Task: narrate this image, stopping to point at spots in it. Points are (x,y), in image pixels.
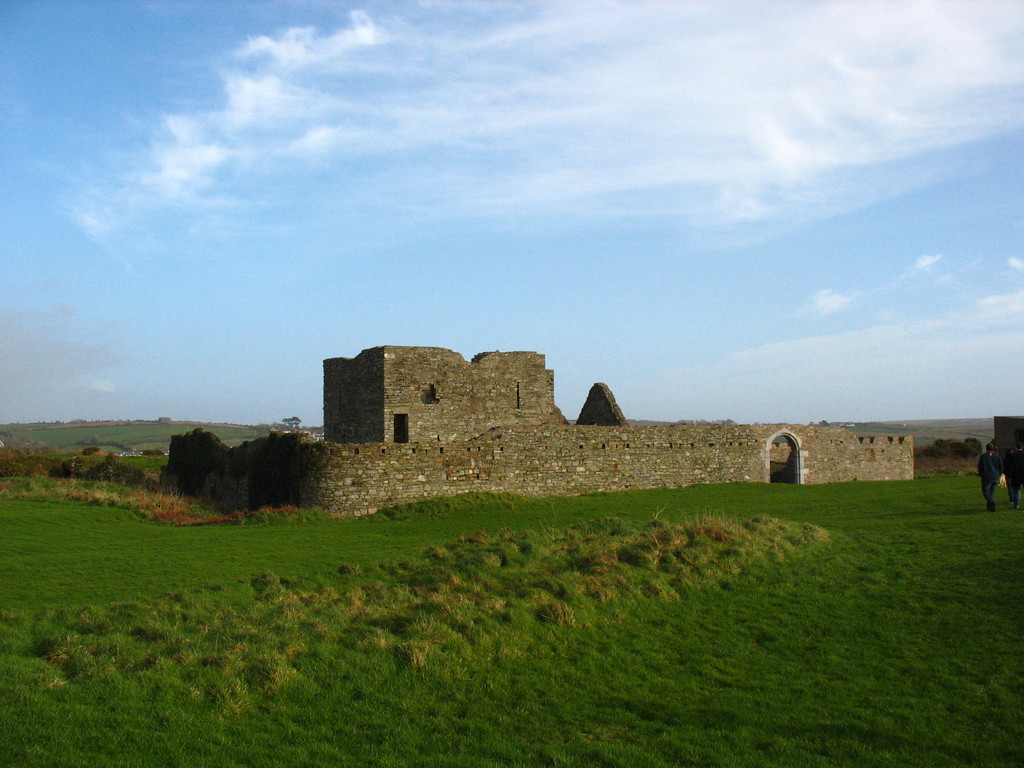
At the bottom of the image (444,640) there is grass (522,634). In the center of the image (435,385) there is stone structure (514,409). In the background of the image (529,328) there is sky (429,265) and clouds (650,173). To the right side of the image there are people (1009,450) walking.
